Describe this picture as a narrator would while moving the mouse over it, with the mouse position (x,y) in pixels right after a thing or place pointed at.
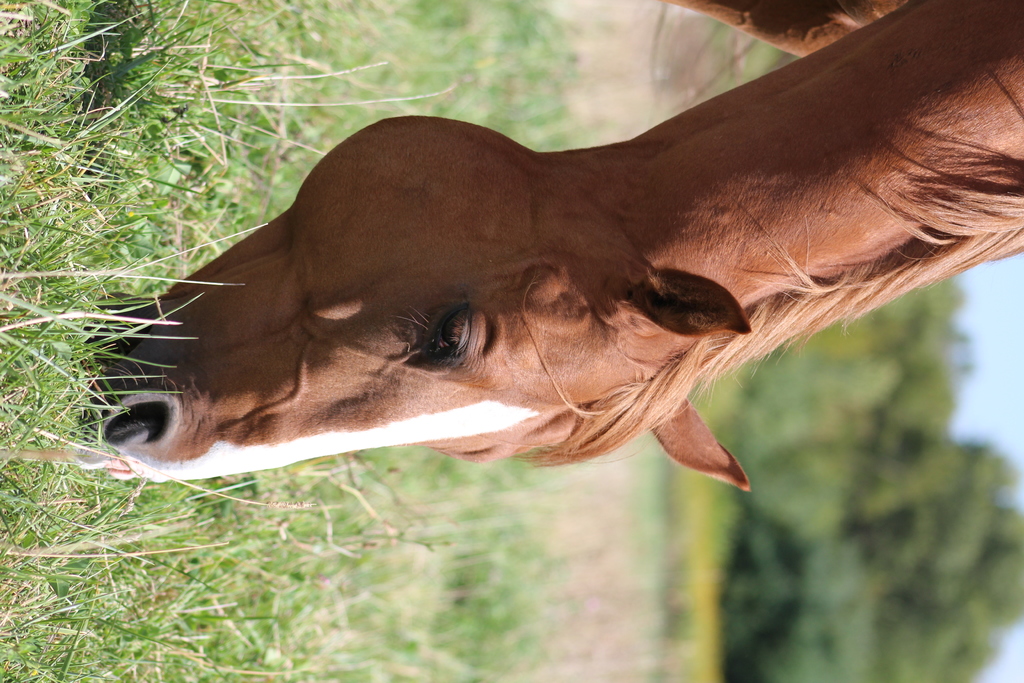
In this image we can see a horse (325,271) and grassy land (59,41). We can see trees (947,446) on the right side of the image (944,439).
